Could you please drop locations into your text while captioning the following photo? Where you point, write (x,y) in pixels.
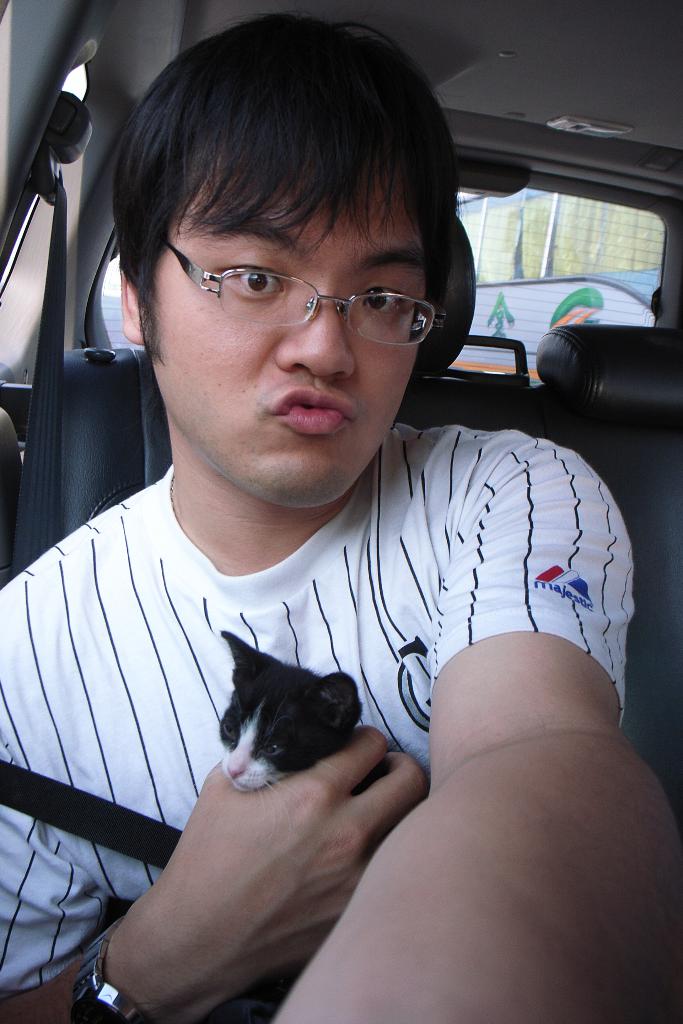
In this image we can see a man (557,978) sitting inside a car (34,15) and he is holding a cat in his right hand (353,857).
